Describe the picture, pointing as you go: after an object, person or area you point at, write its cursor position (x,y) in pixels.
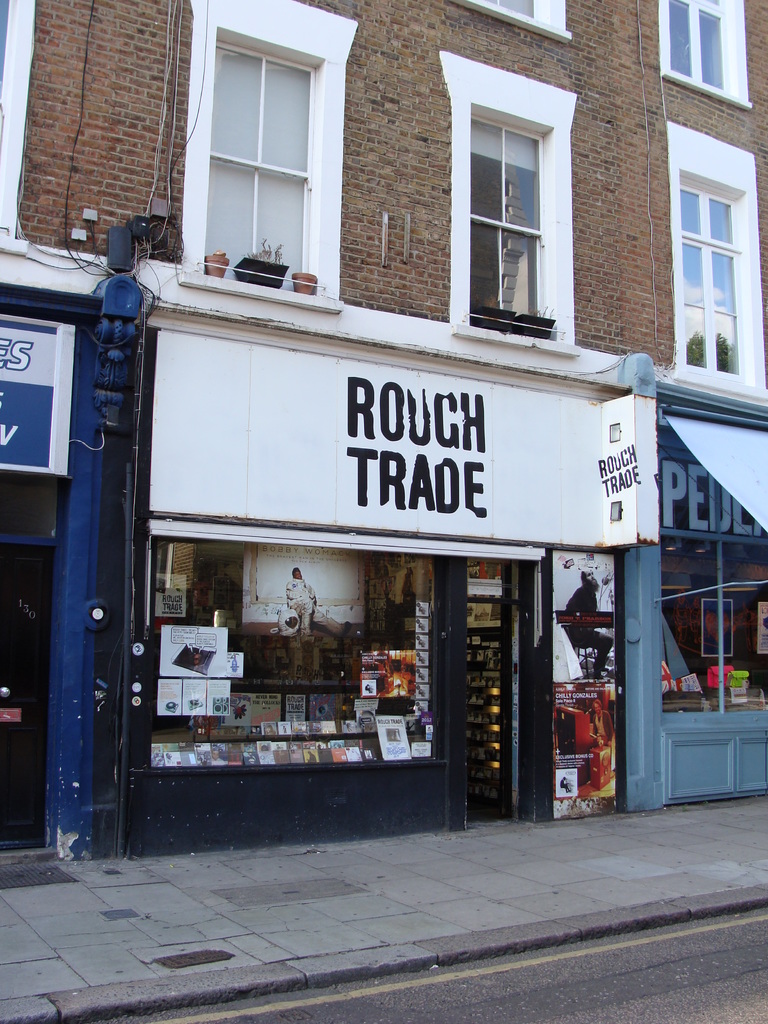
This picture is clicked outside. In the foreground (402,1015) we can see a concrete road (658,964) and the pavement (230,895). In the background (408,133) we can see the building (388,133) and we can see the windows (218,237) of the building (452,197) and we can see the potted plants (252,279), text (397,464) on the boards (49,390), metal rods (127,485) and pictures (592,693) of some objects (603,775) on the board (589,678) and we can see the boxes (273,745) of some objects (280,733) and we can see many other objects (680,665).
